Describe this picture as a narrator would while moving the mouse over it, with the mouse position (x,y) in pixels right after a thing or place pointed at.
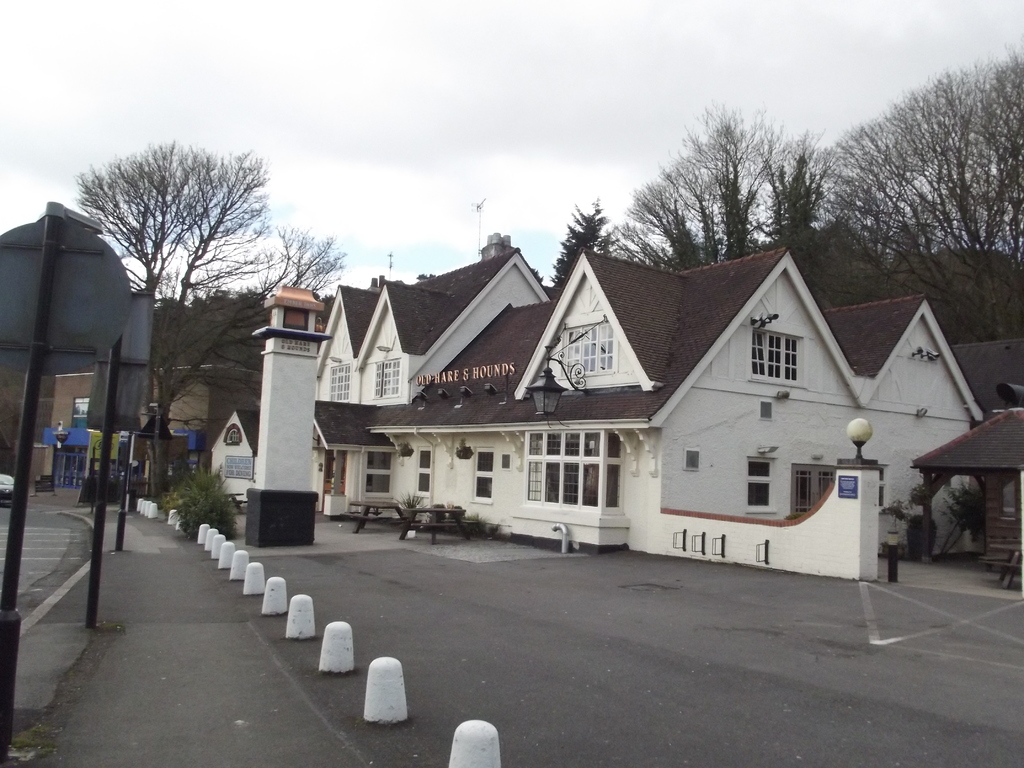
In this picture we can see buildings (947,370) with windows (78,417), tables (353,517) on the ground (483,575), poles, trees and in the background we can see the sky (342,219) with clouds (467,83).
